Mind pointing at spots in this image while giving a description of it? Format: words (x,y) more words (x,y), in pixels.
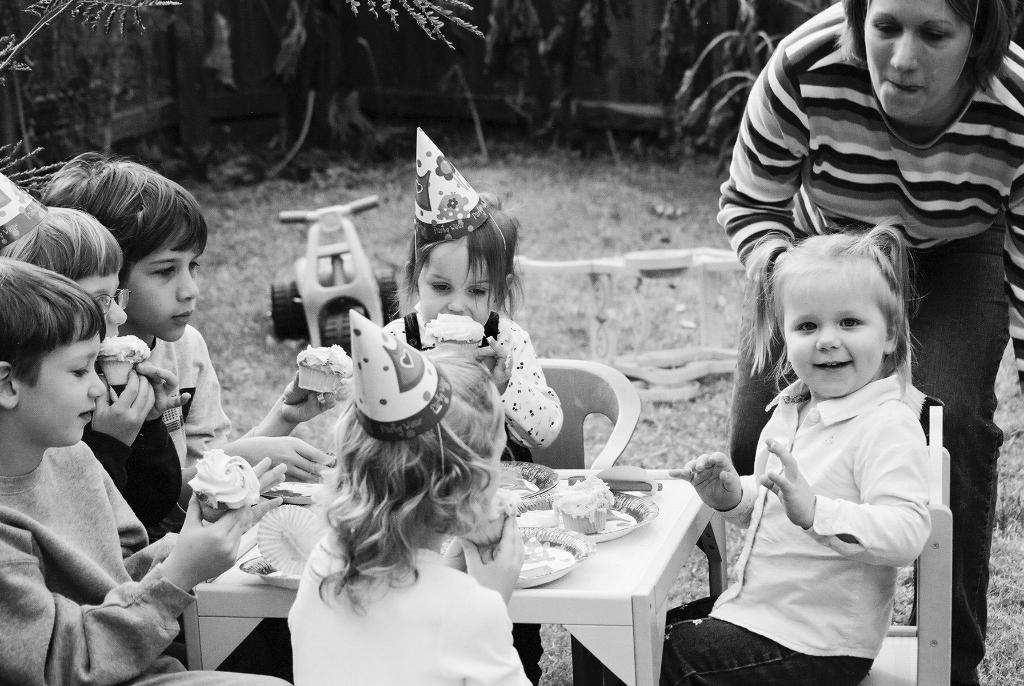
A group of kids (394,469) are sitting on the chair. On the right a woman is standing. There is a table (604,555) on which paper plates (524,488), cupcakes (584,516) are present. There is a vehicle (324,291) behind them.
